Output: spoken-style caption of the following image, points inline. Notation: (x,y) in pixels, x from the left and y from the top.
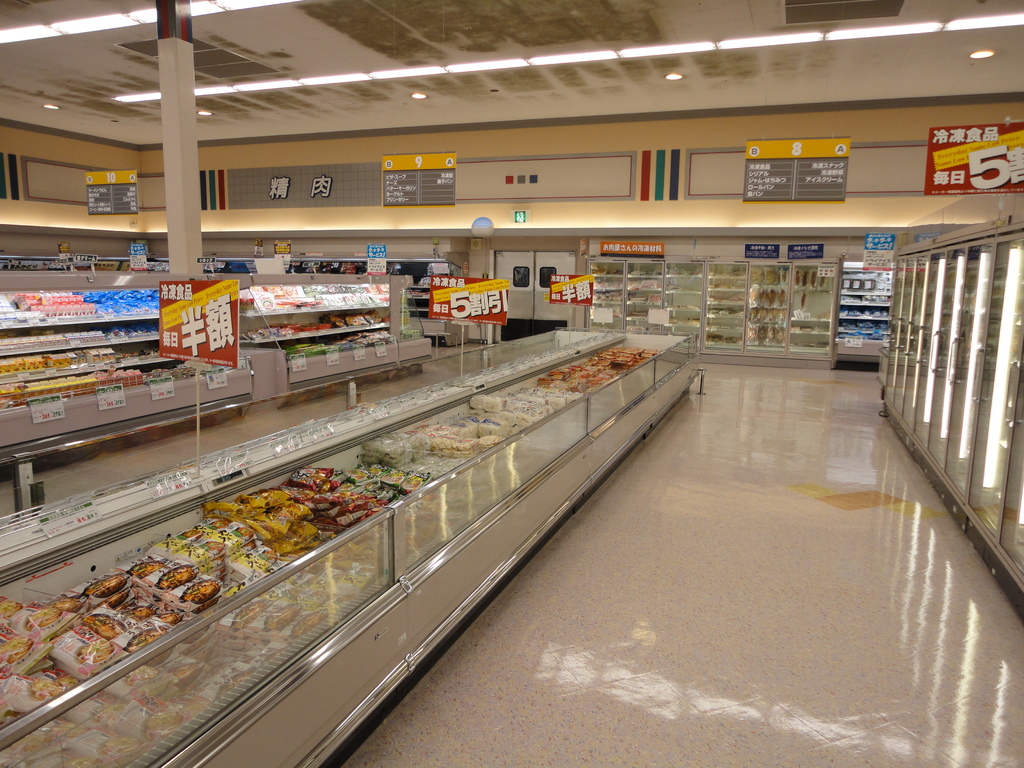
This is looking like a stall (636,188). Here I can see many products (363,483) are arranged in the racks (69,369) and there are some boards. At the top of the image (457,68) there are some lights (261,86). On the left side (161,92) there is a pillar (172,212).
